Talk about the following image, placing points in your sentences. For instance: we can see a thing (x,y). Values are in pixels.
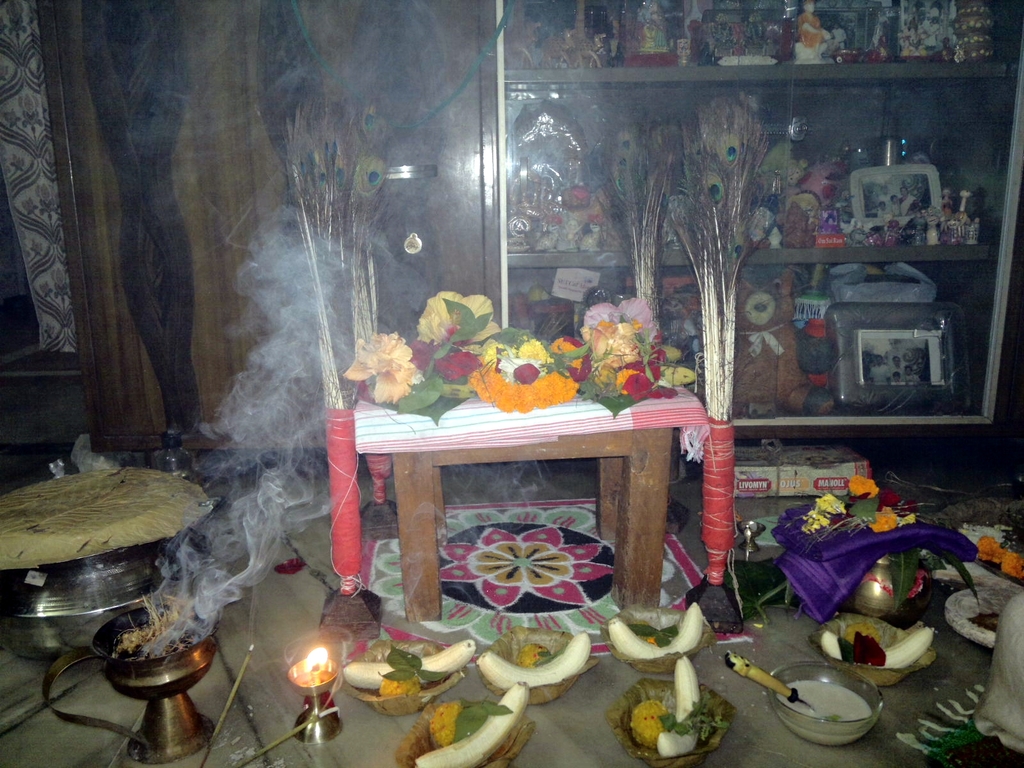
In this picture I can see there is a wooden table (443,460) and there are few objects (558,385) placed on it. There are a few bowls (659,692) placed on the floor (284,671) with food (553,679), there is a colorful design (543,575) below the wooden table (414,549), in the backdrop (834,143) there is a wooden shelf (650,83) and there are few objects (762,375) placed on the shelf (601,113).
